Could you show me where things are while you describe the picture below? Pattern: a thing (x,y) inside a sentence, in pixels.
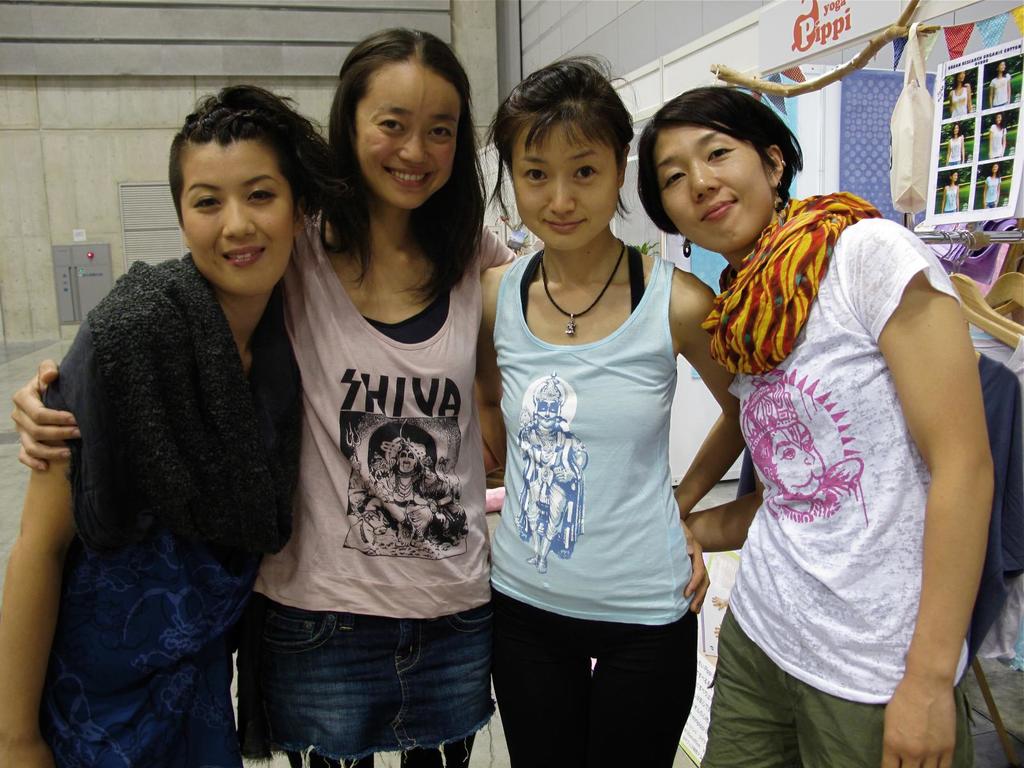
In the foreground of the picture (411,596) we can see a group of women (481,596) standing. On the right (1023,236) we can see photographs (995,68), ribbons (985,27), cover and various objects (967,267). On the left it is looking like a vent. In the background (675,38) there is a wall (587,13).
